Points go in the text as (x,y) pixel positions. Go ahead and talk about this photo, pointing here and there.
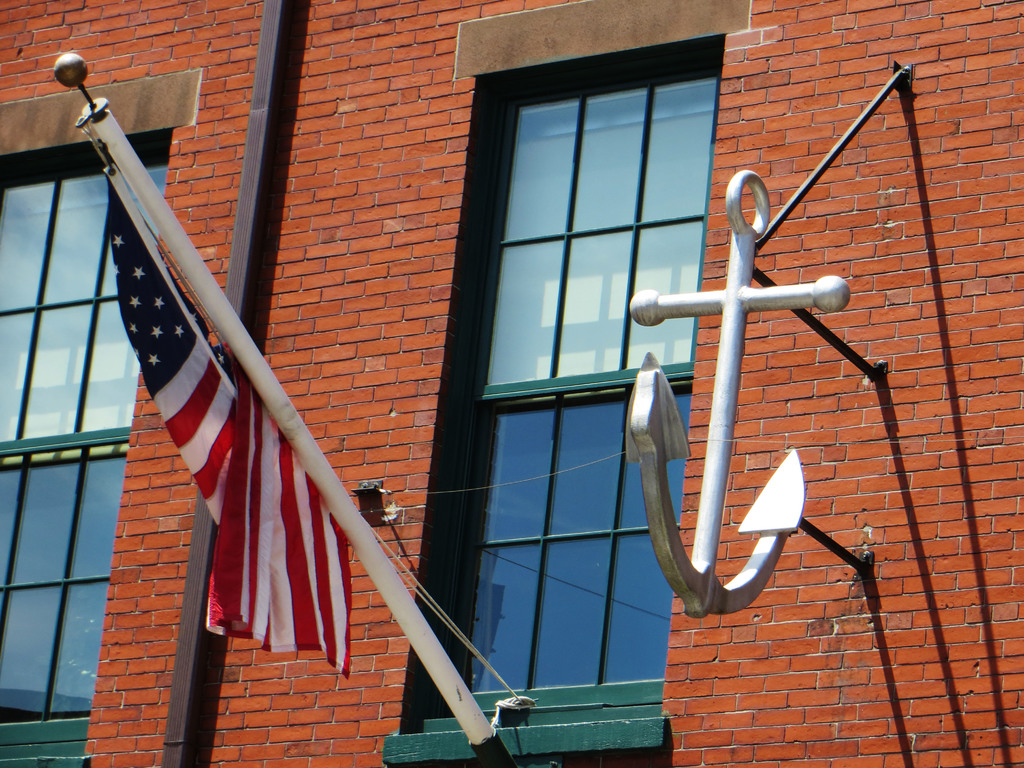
This looks like a building (461,166) with the windows (17,327). I can see a flag (291,520) hanging to a pole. This looks like an anchor (765,522), which is attached to the wall (843,334). These are the glass windows (604,525). This looks like a pole (202,610).
